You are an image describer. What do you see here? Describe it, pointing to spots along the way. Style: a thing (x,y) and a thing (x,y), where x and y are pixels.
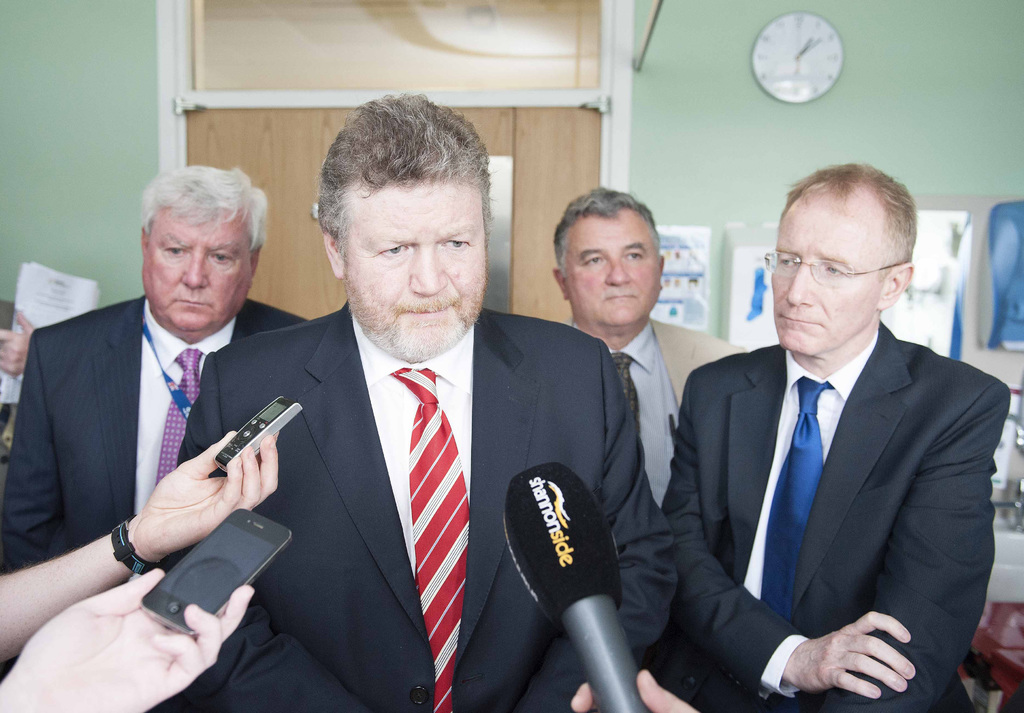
In this image we can see four men (449,453). They are wearing coats (270,383), shirts (151,371) and tie (451,430). We can see a mic (599,639) and human hand (684,704) at the bottom of the image (585,695). In the left bottom of the image (98,595), we can see two human hands (115,568) are holding mobiles (203,566). In the background (298,70), we can see wall (33,87), door (513,141), posters (683,274) and the clock (808,77) on the wall (823,155). We can see some objects (1010,555) on the right side of the image (1002,473).
